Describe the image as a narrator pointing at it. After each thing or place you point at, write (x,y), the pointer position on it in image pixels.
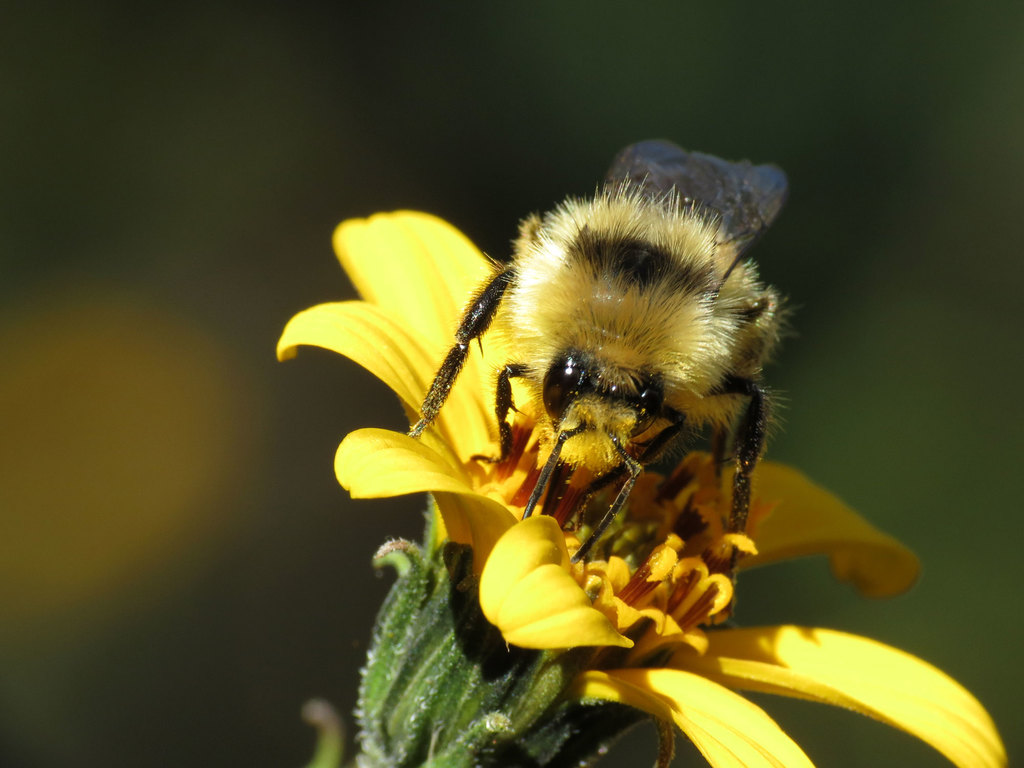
In this picture I can observe an insect (555,388) on the yellow color flower (534,482). I can observe some flower buds (630,566) on the flower (624,546). The background (123,425) is completely blurred.
